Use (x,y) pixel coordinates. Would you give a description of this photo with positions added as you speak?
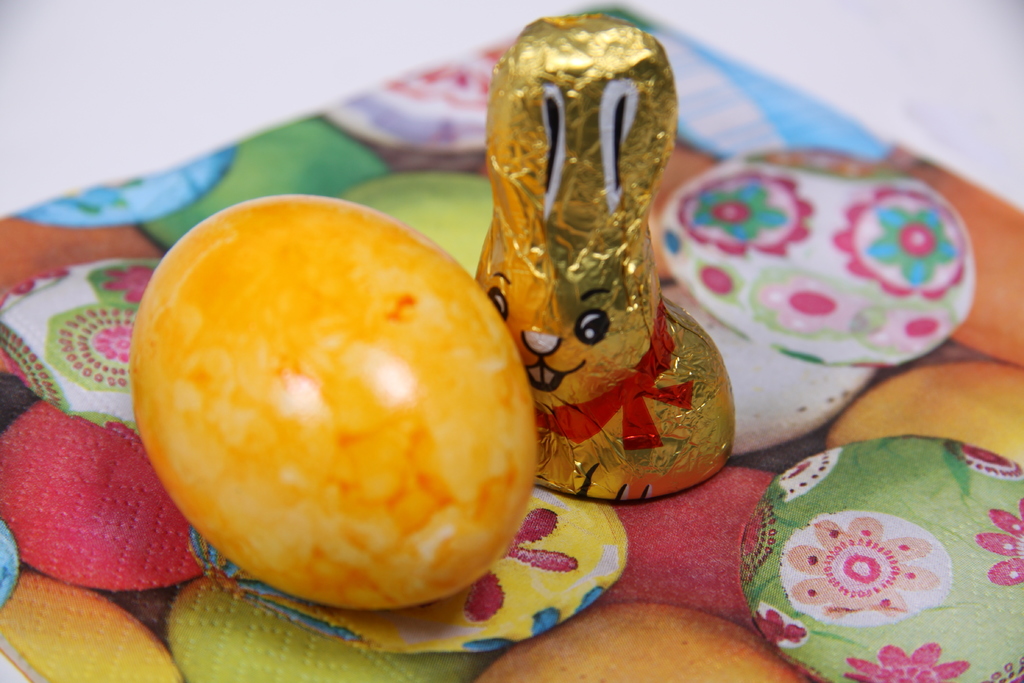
In this picture I can see a colorful thing (992,255) in front and on it, I can see a yellow color thing (241,340) which looks like an egg (160,417) and side to it, I can see a golden color thing (548,221) and on it I can see an art (598,316).
